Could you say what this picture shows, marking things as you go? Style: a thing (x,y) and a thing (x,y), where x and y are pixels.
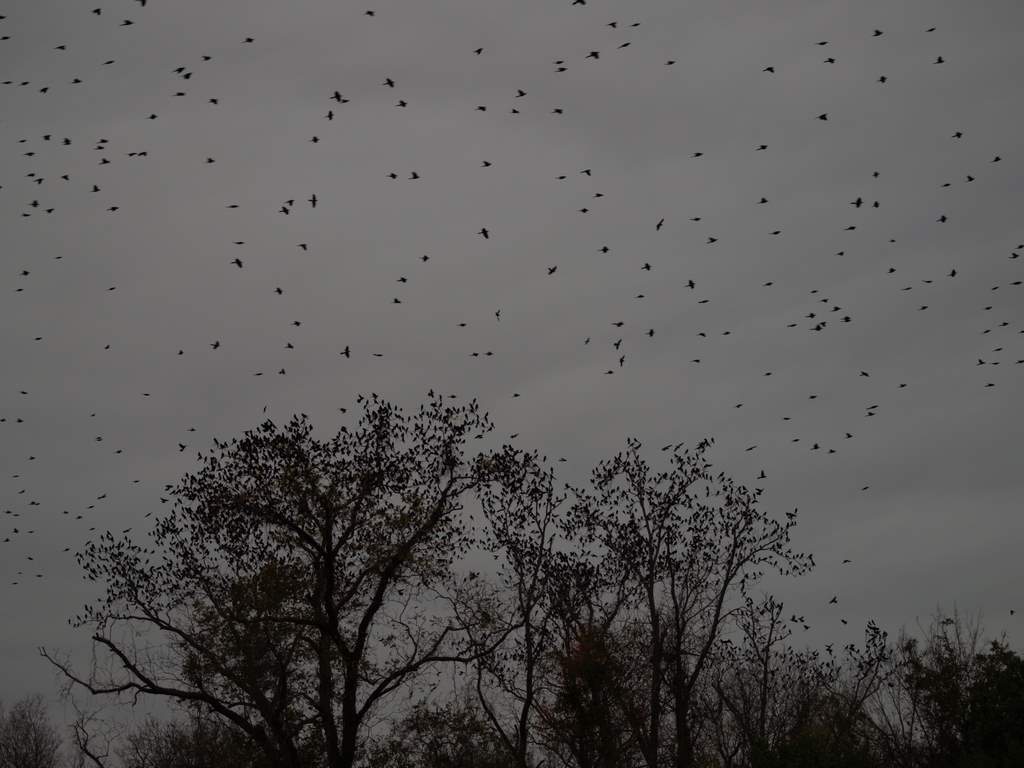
In this picture there are trees (496,602) and there are birds (484,459) on the trees (1014,671). At the top (714,228) there is sky (512,276) and there are birds (20,292) flying.
